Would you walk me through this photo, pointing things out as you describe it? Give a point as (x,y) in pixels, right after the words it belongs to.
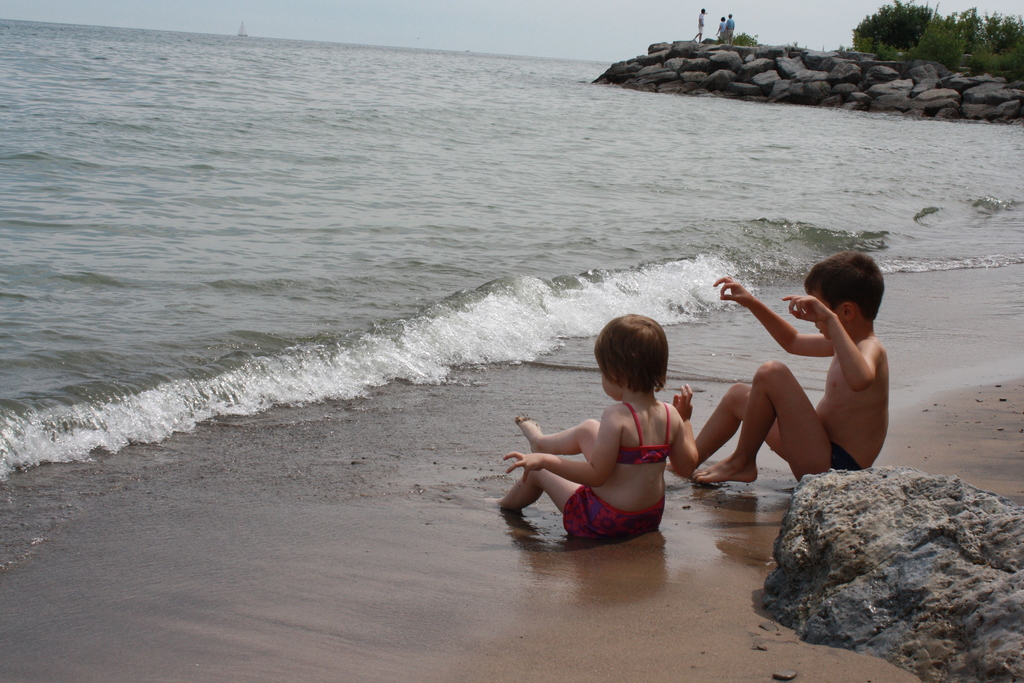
In this image we can see a boy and girl (646,401) are sitting on sand (685,534) at the water (27,176) and behind them there is a stone (943,604). In the background (704,31) there is an object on water (442,81), few persons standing on the stones (784,80), plants (912,42) and sky (554,15).
